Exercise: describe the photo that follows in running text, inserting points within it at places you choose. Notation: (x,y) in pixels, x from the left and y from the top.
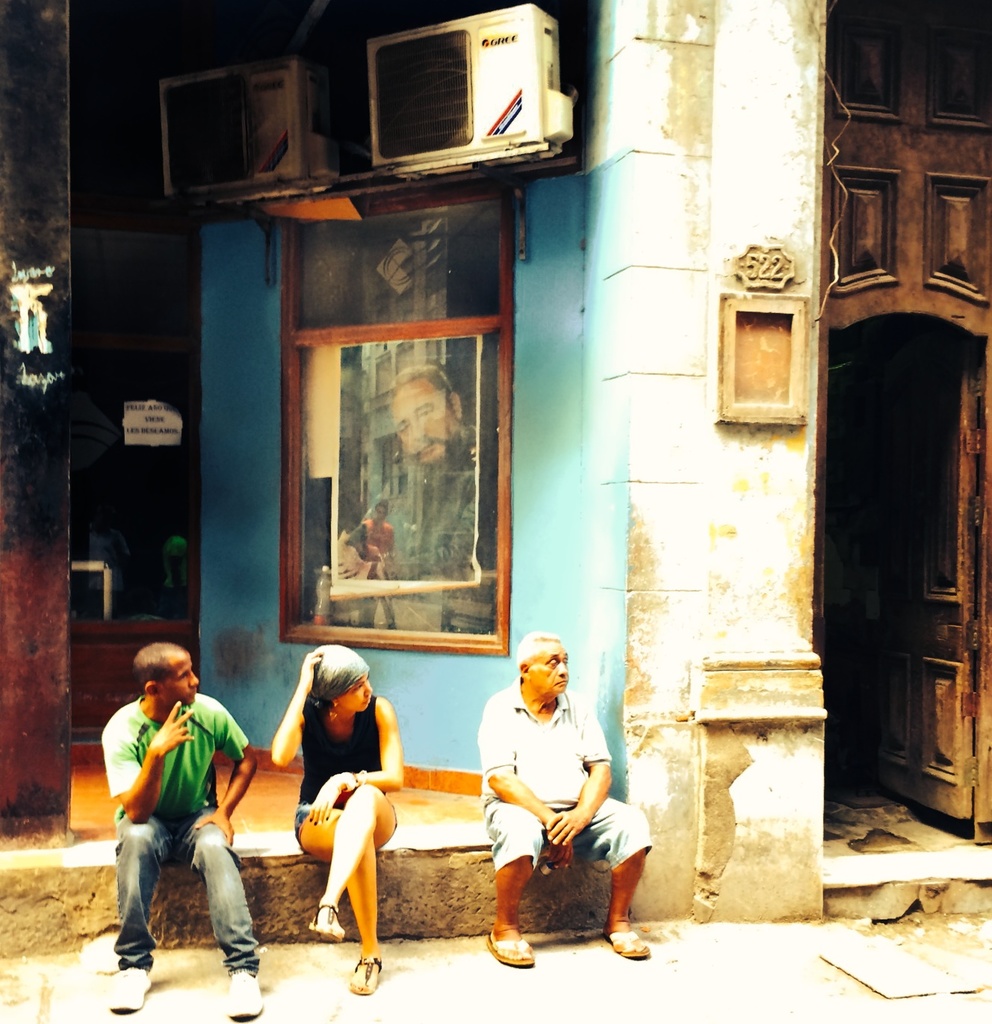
In this picture there are persons (324,786) sitting on stone (259,872). On the wall (275,487) there is a frame (339,408) and there are AC outdoor unit (416,122) on the top (375,136). On the right side (933,702) there is a door (936,605).
